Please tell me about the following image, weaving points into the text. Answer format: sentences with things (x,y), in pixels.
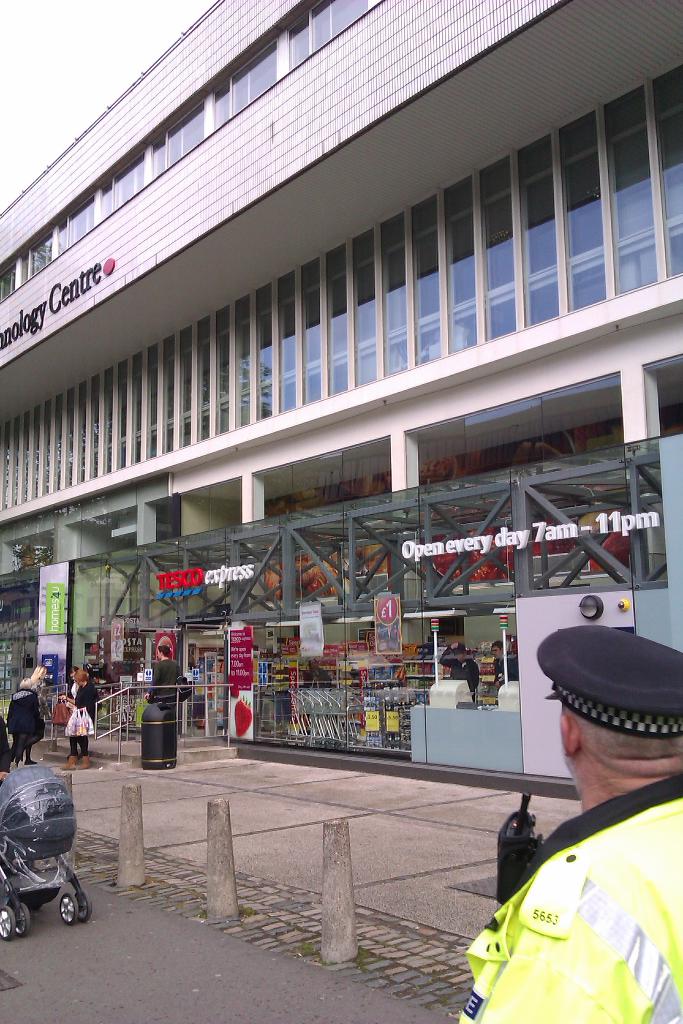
In the image we can see there are people (73,704) standing on the road (315,821). Beside there is a building (381,531) and it is a shopping mall (366,626).
